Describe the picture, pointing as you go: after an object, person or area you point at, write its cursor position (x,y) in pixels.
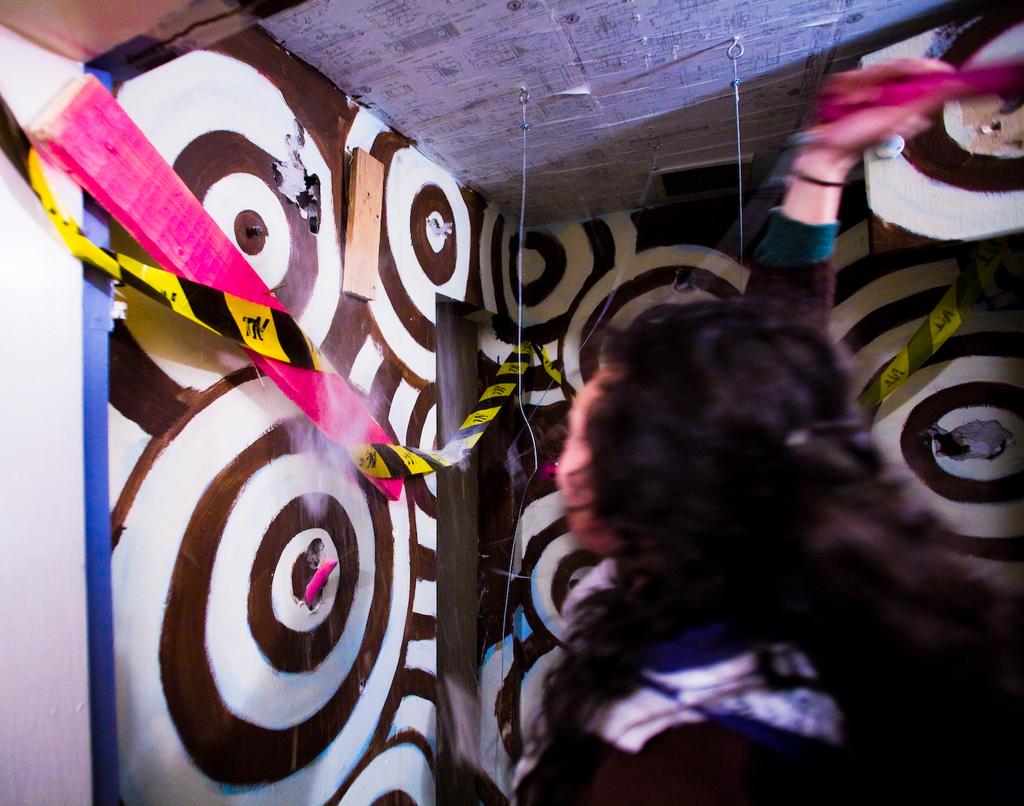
In this image I can see the person (668,500) with the dress (634,730). In-front of the person (642,732) I can see the wall painting (315,536) and I can see the wooden objects (169,236), black and yellow color object (305,333) to the wall (183,425). I can see the papers (559,96) attached to the ceiling (577,154).
